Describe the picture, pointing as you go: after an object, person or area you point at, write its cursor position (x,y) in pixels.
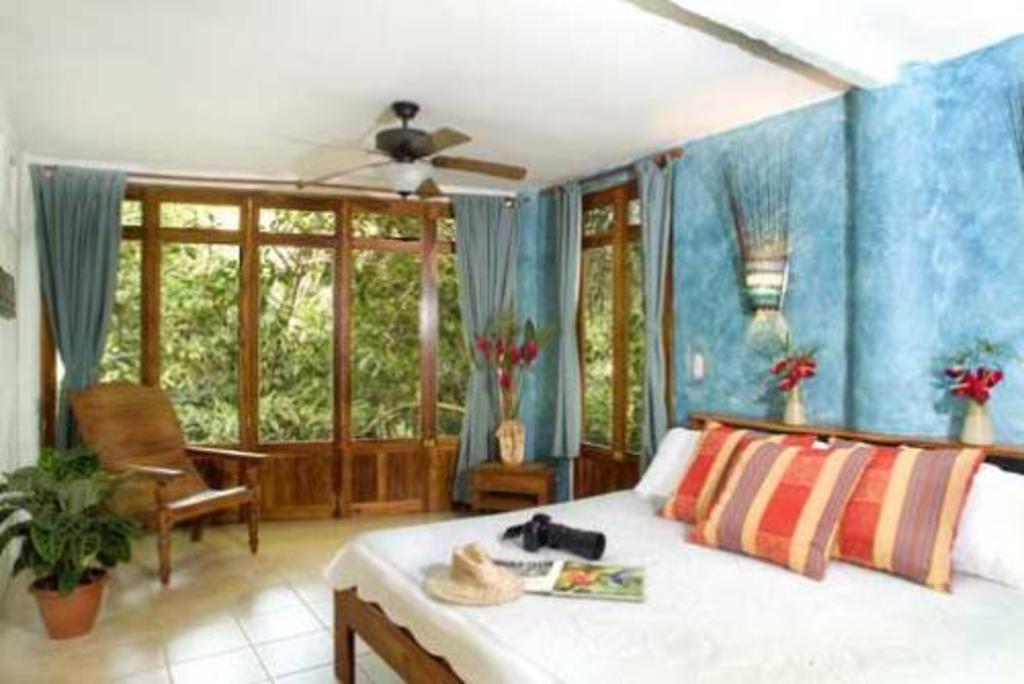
This image is inside a room (521,261). We can see bed (720,570) with pillows (900,540), camera (535,541), hat (509,574), book (589,573), chair (252,532), flower pots (22,480), curtains (484,265), glass windows (217,323) and ceiling fan (424,166).
